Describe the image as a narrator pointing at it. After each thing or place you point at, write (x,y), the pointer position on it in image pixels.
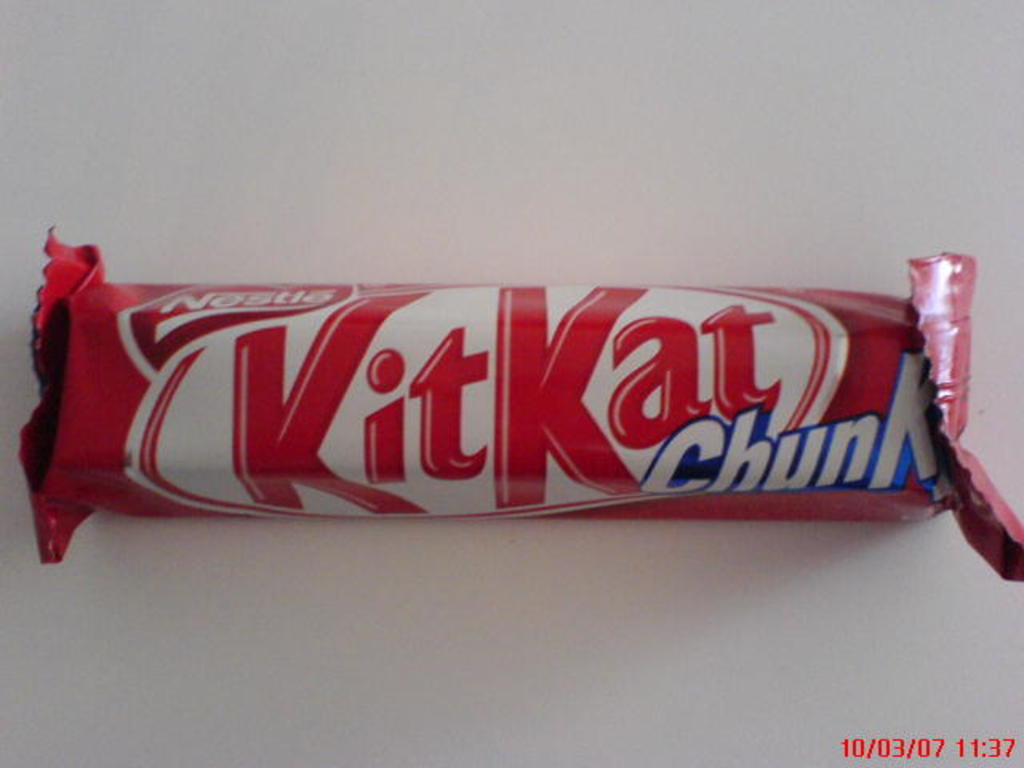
In the middle of the image (348,296) there is a chocolate (626,368) on the white surface (555,627). There is a text (333,388) on the chocolate wrapper (545,393).
